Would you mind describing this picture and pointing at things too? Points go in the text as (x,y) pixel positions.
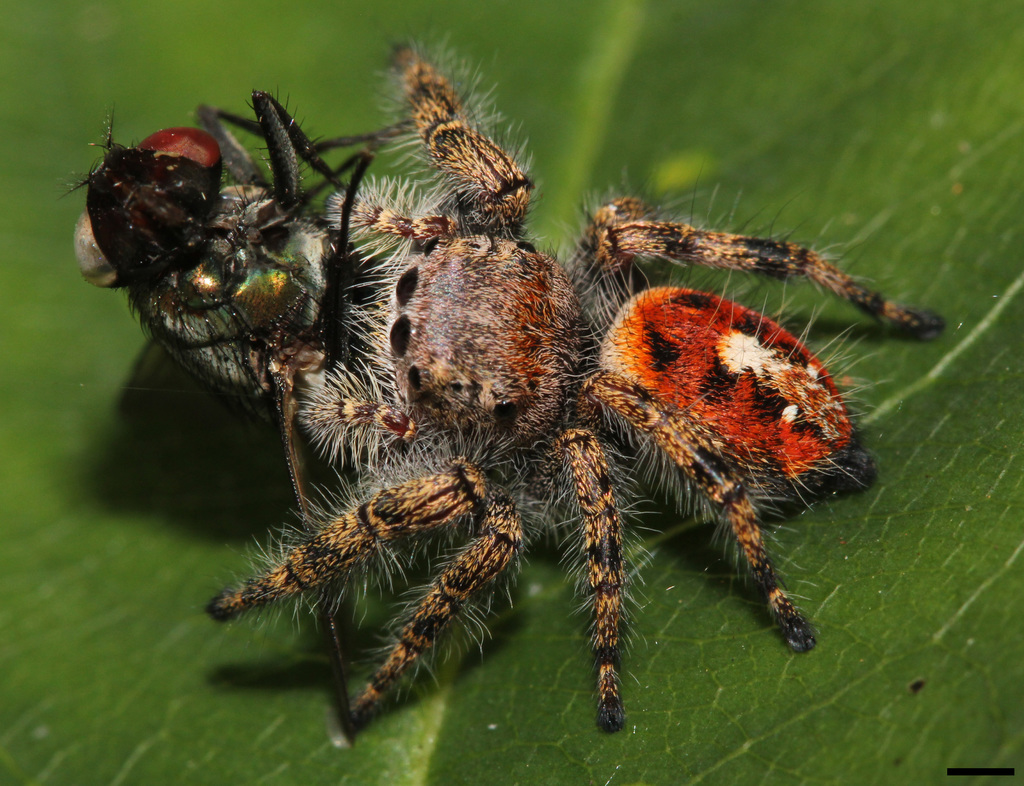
In this picture we can see an insect (153,292) on a green surface (100,503).
